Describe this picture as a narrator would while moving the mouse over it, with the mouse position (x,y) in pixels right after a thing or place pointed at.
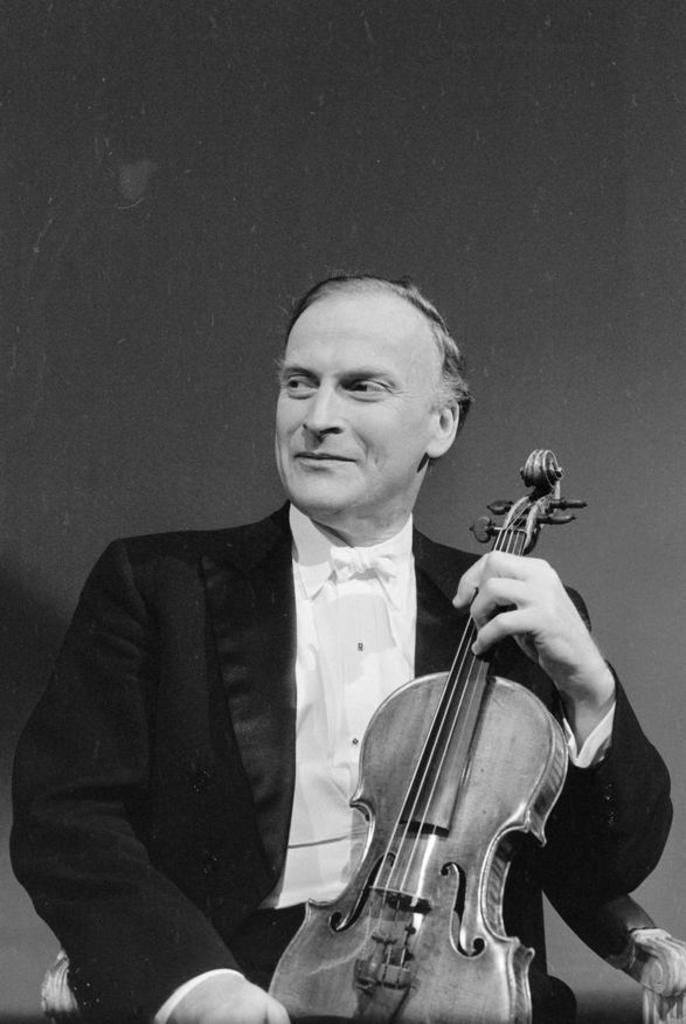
In the image we can see the person (412,627) he is sitting on the chair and he is holding some musical instruments (456,826) like violin (455,826). And he is smiling.
